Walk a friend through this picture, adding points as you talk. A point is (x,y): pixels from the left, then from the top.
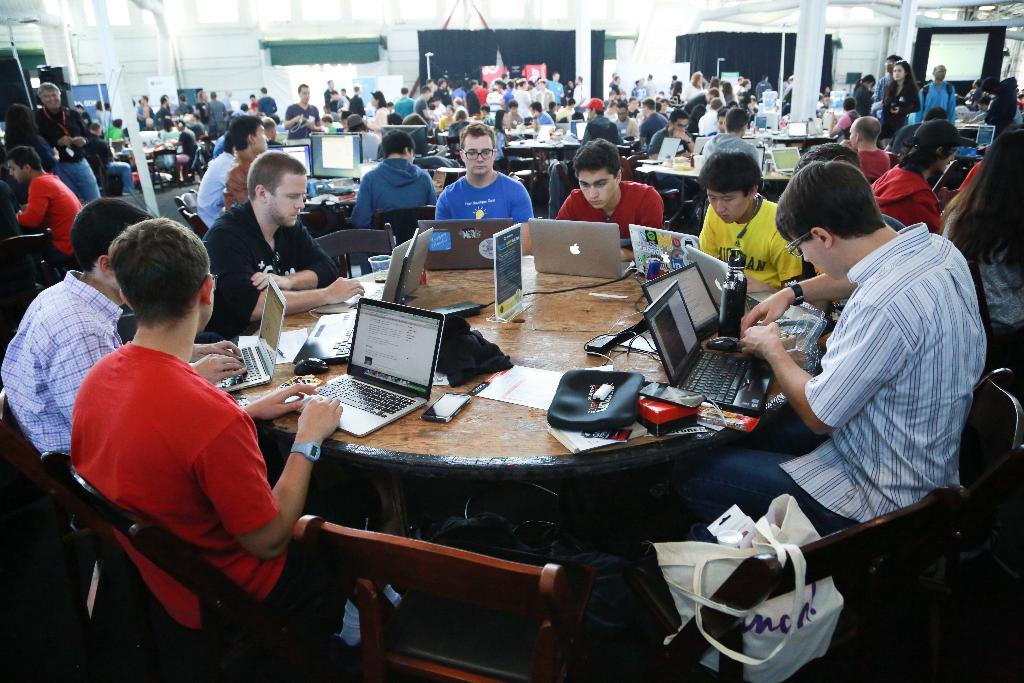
In this image we can see the people (247,263) sitting on the chairs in front of the tables (291,365). On the tables (432,399) we can see the laptop's (335,321), mouse (326,364), wires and also the text boards (510,267). We can also see a bag (722,580), poles (138,170), windows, curtains (735,59) and also the display screens (962,69). We can also see the people (52,113) standing.
